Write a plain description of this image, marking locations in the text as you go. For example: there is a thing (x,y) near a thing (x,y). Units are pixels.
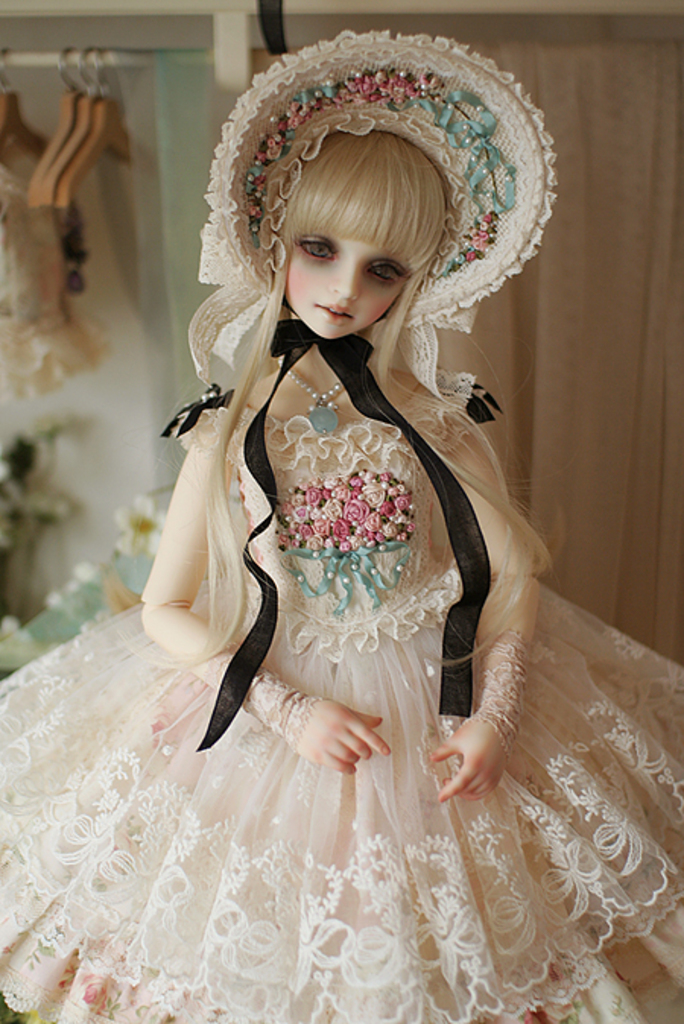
In this picture, we see the barbie doll (317,802) wearing the white frock (307,782). On the right side (612,295), we see a curtain (564,284). On the left side (78,87), we see the hangers (79,100) and behind that, we see a white rod (15,60) and a white wall (103,331). This picture is blurred in the background (218,73).
